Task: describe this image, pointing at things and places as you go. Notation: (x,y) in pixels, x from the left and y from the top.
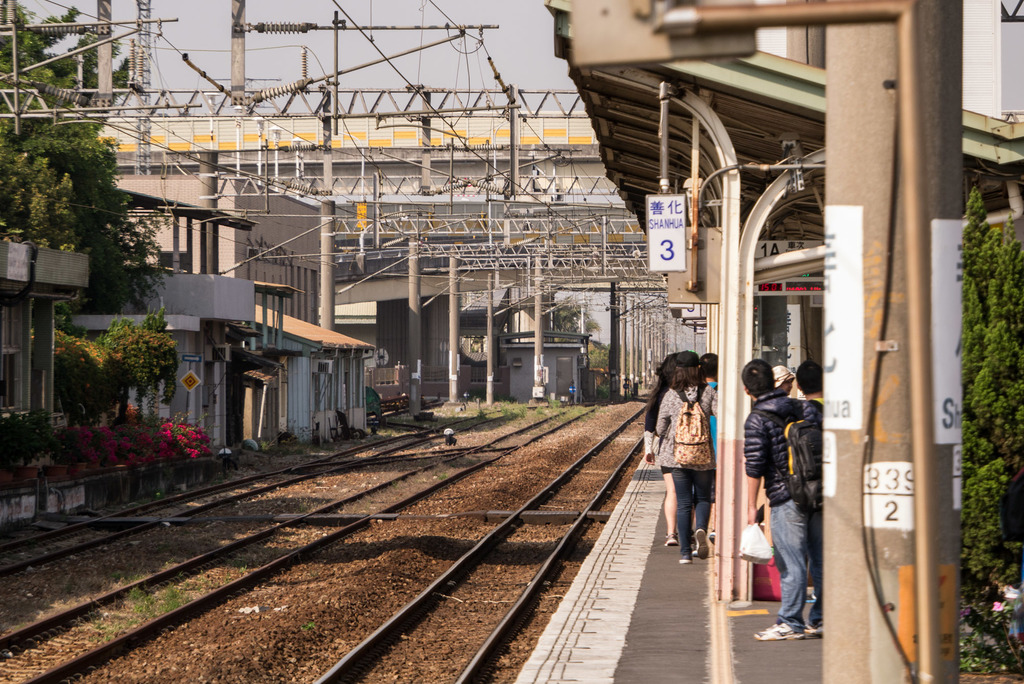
In this image we can see a railway track (480,468), here are the group of persons (647,421) standing, here is the pole (733,459), here are the trees (142,394), here are the flowers (138,453), at above here is the sky (264,39).
